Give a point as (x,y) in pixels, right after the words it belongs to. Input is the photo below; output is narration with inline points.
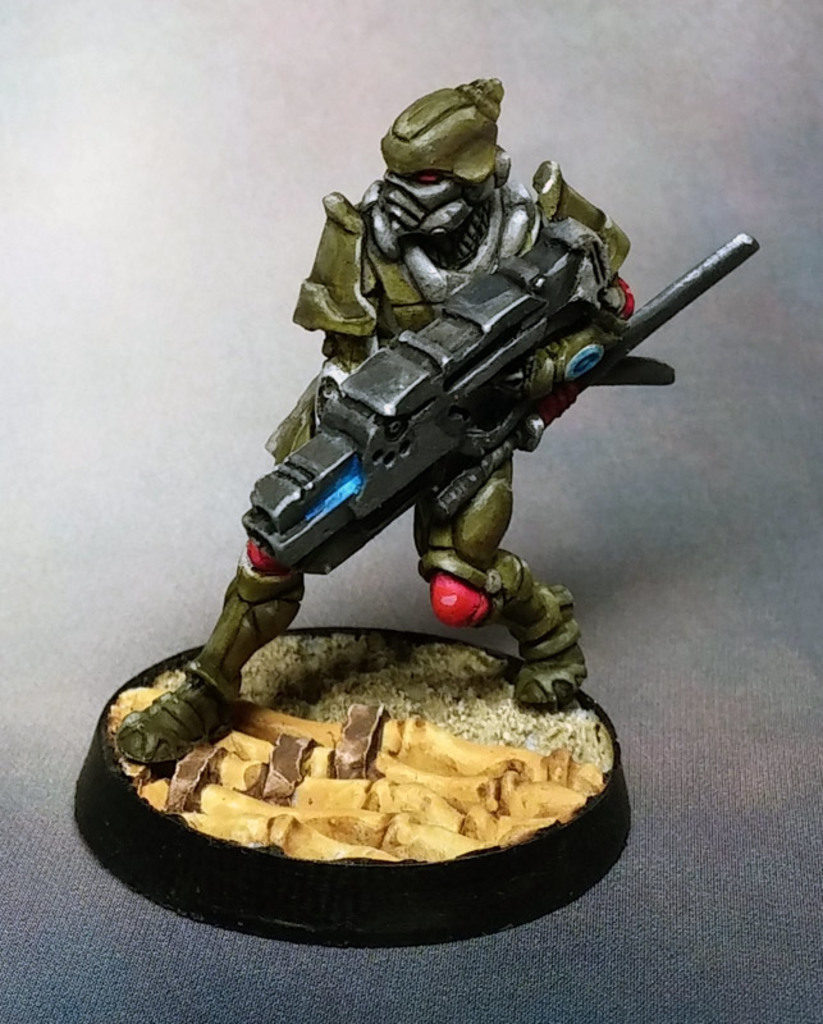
In the center of the image (472,498) a toy robot (462,511) is there.
